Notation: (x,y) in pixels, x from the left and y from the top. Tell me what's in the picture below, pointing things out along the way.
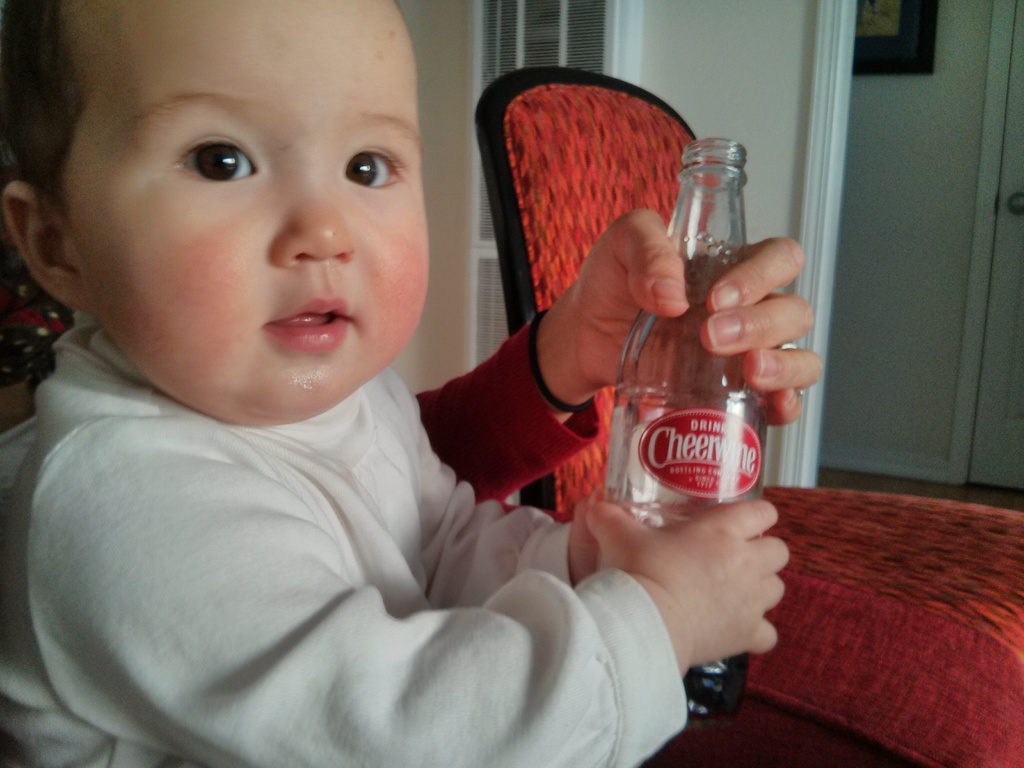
In the image, a baby (385,394) is holding the bottle (690,509) with his two hands (692,527), behind him another person (748,280) is holding the same bottle (722,273) from the upside, there is a red color chair (829,610) in front of them, in the background (753,195) there is a white color wall (738,95).
